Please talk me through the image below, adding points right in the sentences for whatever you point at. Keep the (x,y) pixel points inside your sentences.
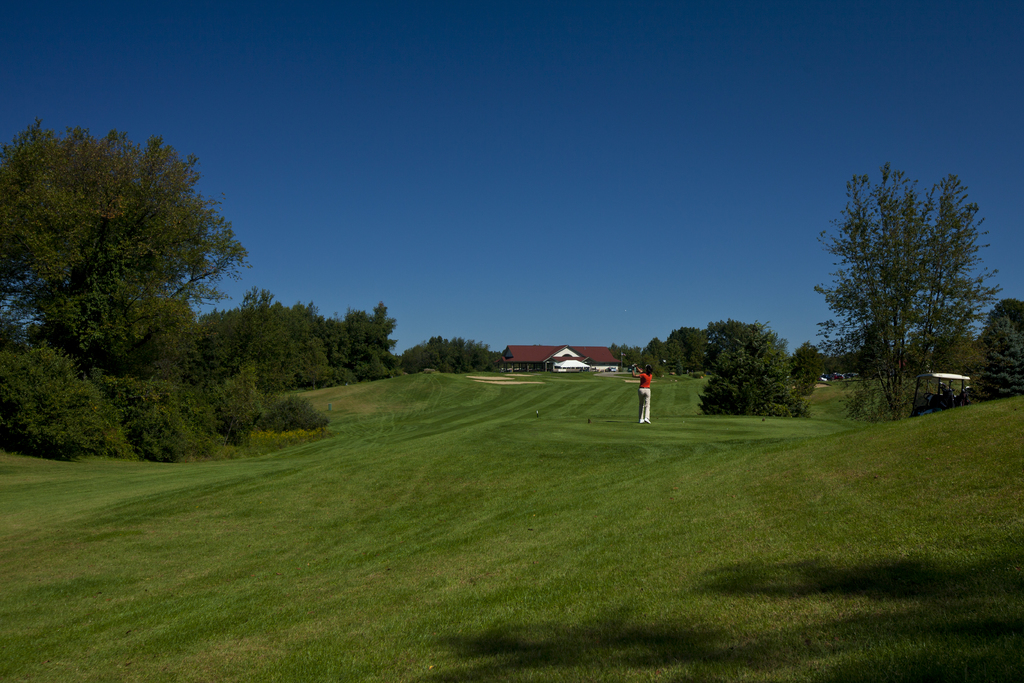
In this image, we can see a person (640,389) is standing on the grass (556,517). Here we can see so many trees (897,381) vehicle (926,398), house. Background (364,231) there is a clear sky (483,192).
